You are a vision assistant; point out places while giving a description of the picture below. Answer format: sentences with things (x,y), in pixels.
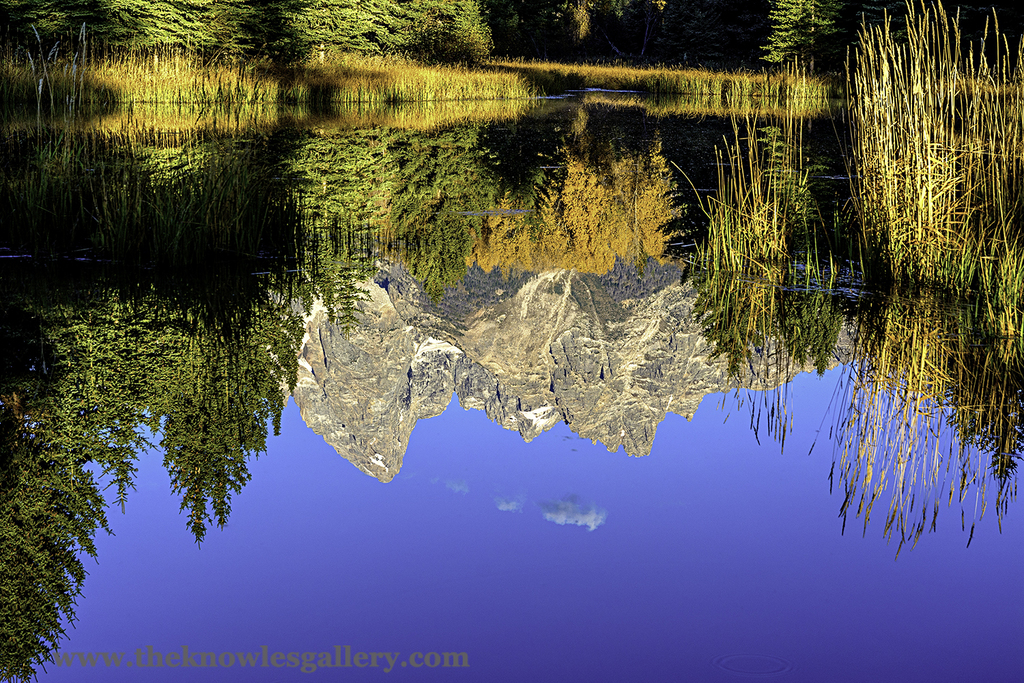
In this picture I can see water (793,651), grass (662,80), there is a reflection (456,273) of trees (456,273), mountains (452,334) and sky (557,507) on the water (410,540), and there is a watermark (249,668) on the image.
